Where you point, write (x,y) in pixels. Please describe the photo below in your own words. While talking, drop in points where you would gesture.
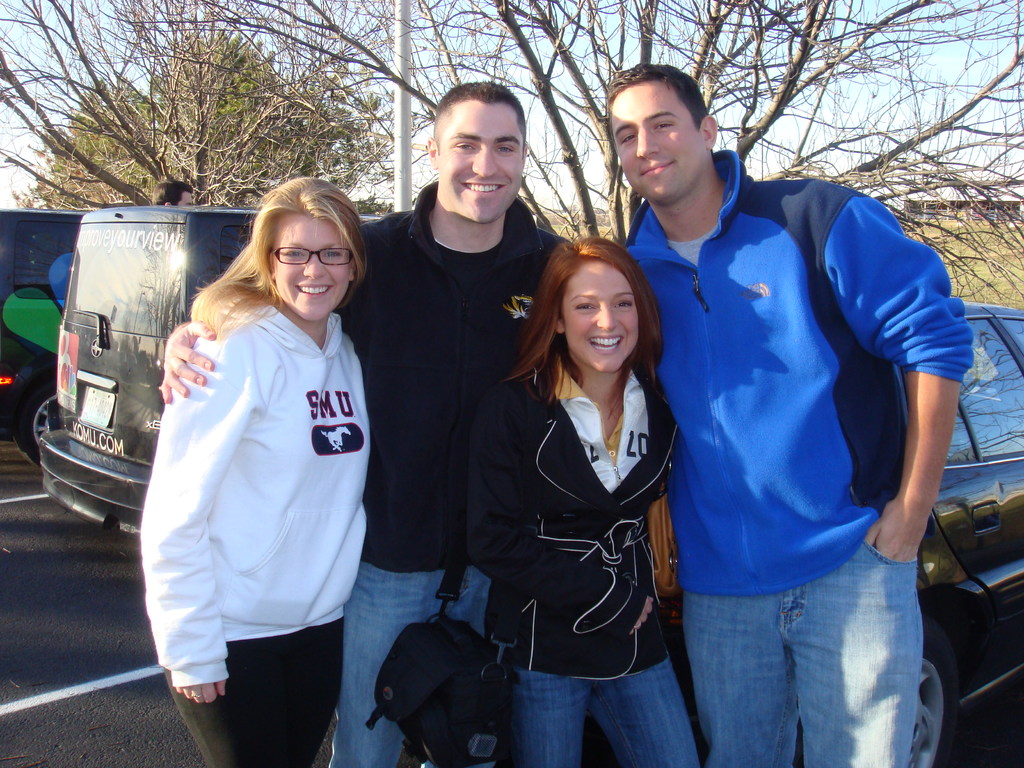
In this picture there are people (594,438) standing and smiling, among them there is a woman (524,528) carrying a bag (492,641), behind these people (511,383) we can see vehicles (77,385) on the road (78,533), pole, person's head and trees (106,119). In the background of the image (575,99) we can see wall (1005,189), grass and sky (898,185).
